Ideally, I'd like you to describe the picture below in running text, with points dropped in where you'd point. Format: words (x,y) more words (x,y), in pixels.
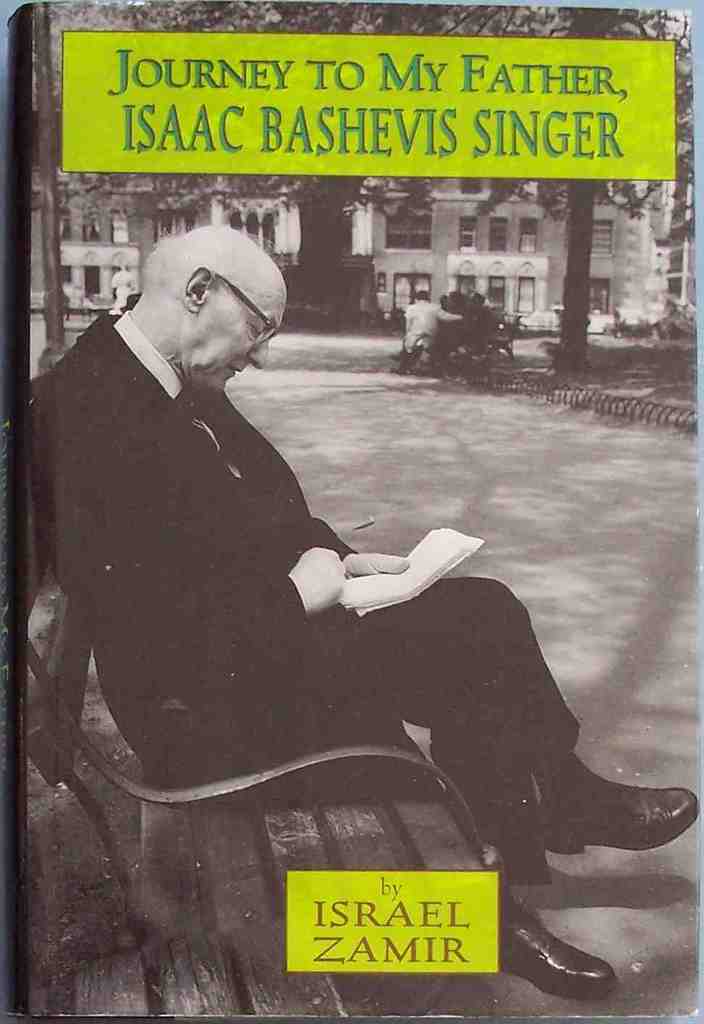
In this image on the left side (110,482) there is one man (271,571) who is sitting on a bench (343,992), and he is holding some papers (417,571) and in the background (126,204) there are some houses (468,203) and trees (575,270) and there are some other persons (446,326) who are sitting on bench (455,335). On the top of the image (264,107) and bottom of the image (381,914) there is some text (427,908) written, at the bottom (577,745) there is a walkway (581,855).
